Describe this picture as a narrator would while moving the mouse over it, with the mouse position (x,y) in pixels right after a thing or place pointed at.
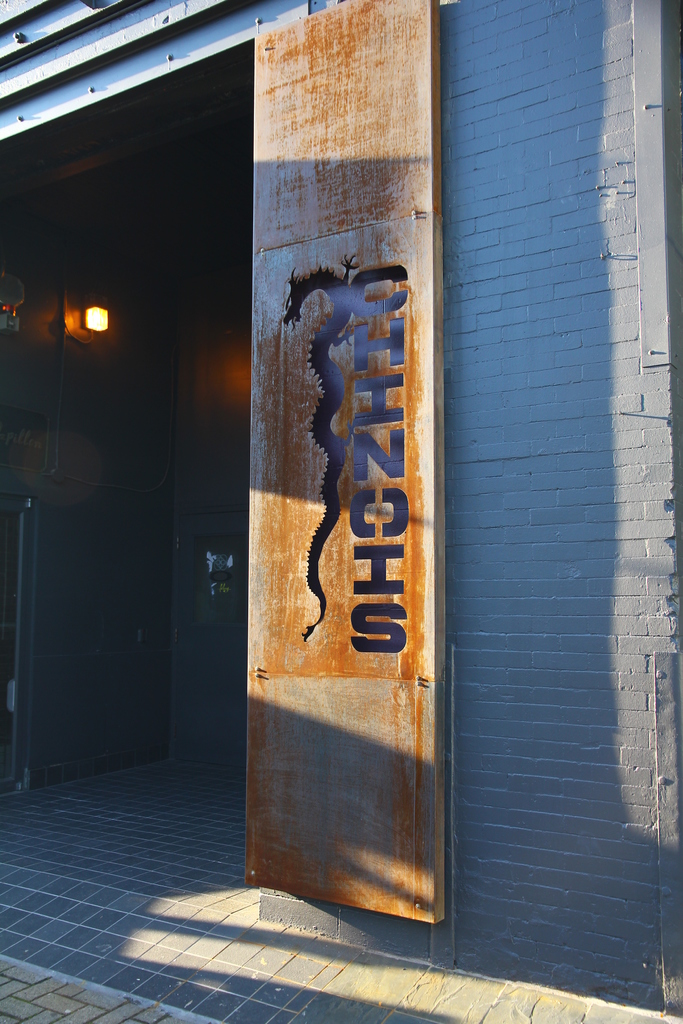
In the foreground of this image (394,634), there is a sign (381,774) on which there is some text (355,423) and the shape of a dragon (313,573). It seems like there is a wall (577,504) of a shelter (228,11) and a light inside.
